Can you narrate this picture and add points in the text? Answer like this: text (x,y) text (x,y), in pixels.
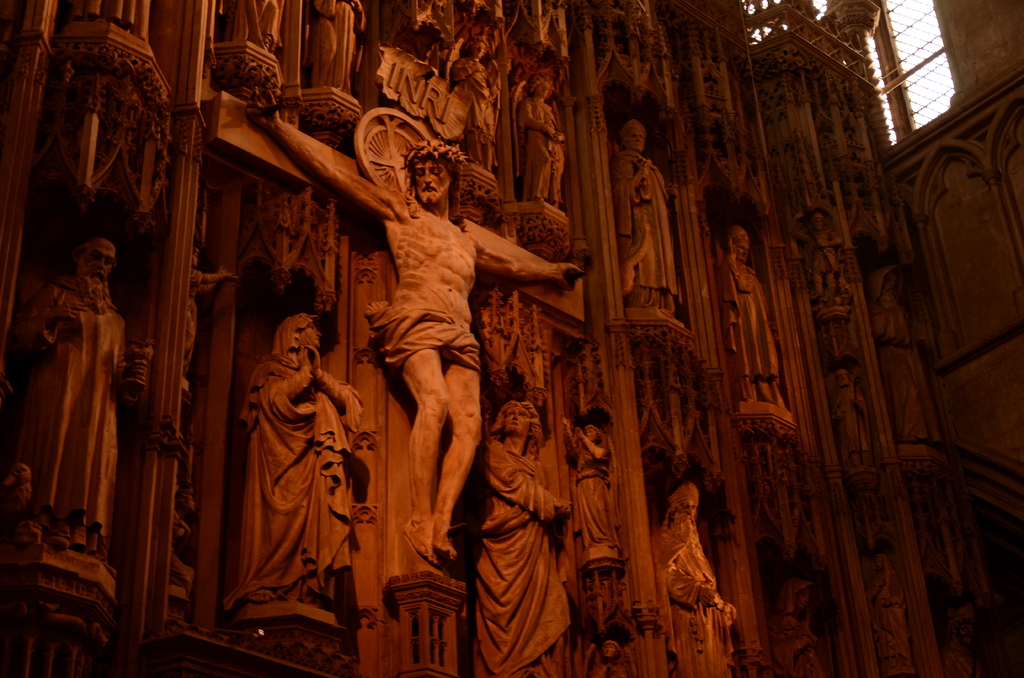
In this picture I can see a number of statues (515,264) on the wall (512,310).
